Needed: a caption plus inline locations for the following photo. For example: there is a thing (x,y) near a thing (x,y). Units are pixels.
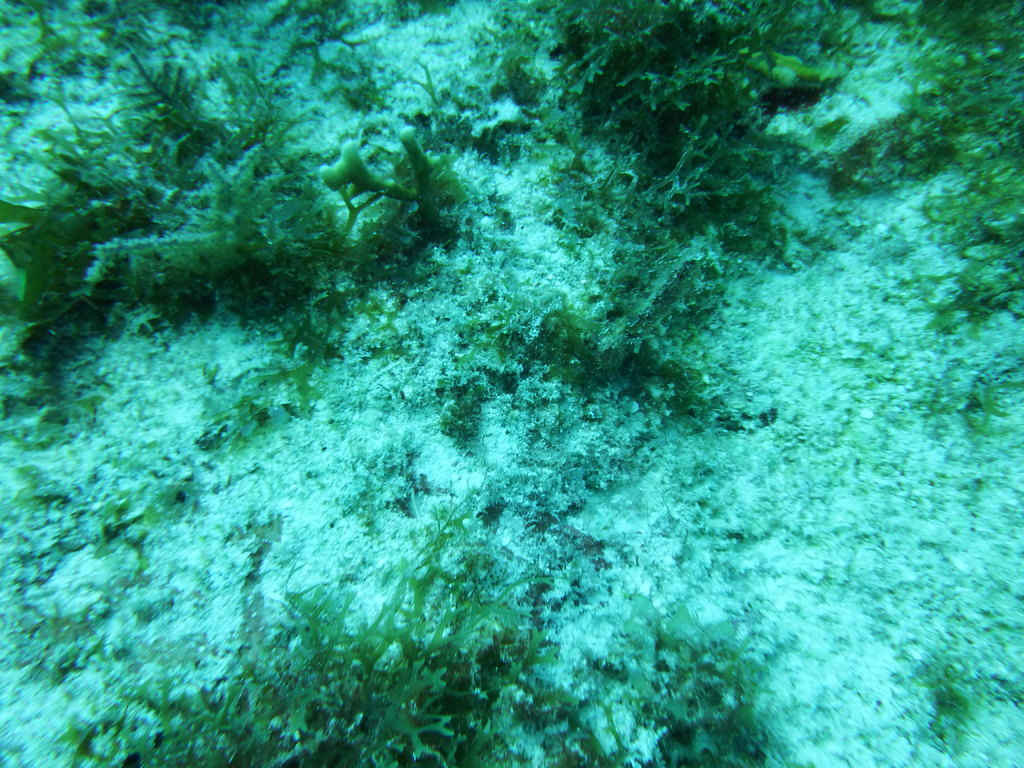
In this picture I can see some plants (612,313) under the water (611,361).
